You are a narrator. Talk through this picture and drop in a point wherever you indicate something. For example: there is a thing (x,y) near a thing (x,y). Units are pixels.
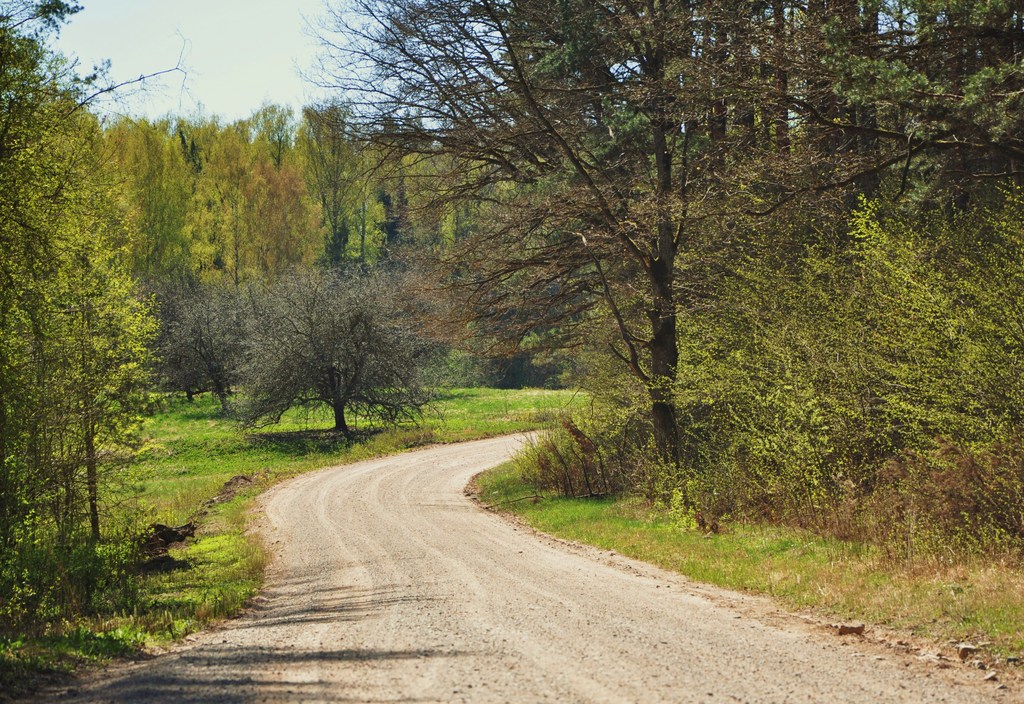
This picture consists of grass (261,444), trees (588,292) and the sky (245,4). This image might be taken during a day.
